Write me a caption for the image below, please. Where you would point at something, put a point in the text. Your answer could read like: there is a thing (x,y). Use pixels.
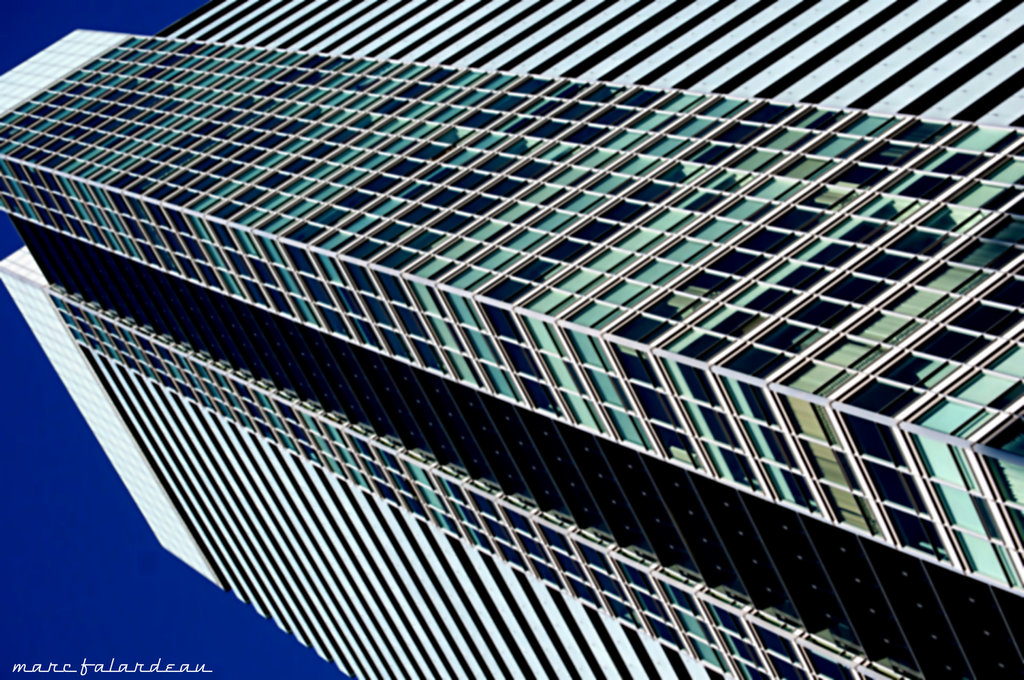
In this image I see the buildings (298,271) and I see the blue sky (60,19) and I see the watermark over here.
